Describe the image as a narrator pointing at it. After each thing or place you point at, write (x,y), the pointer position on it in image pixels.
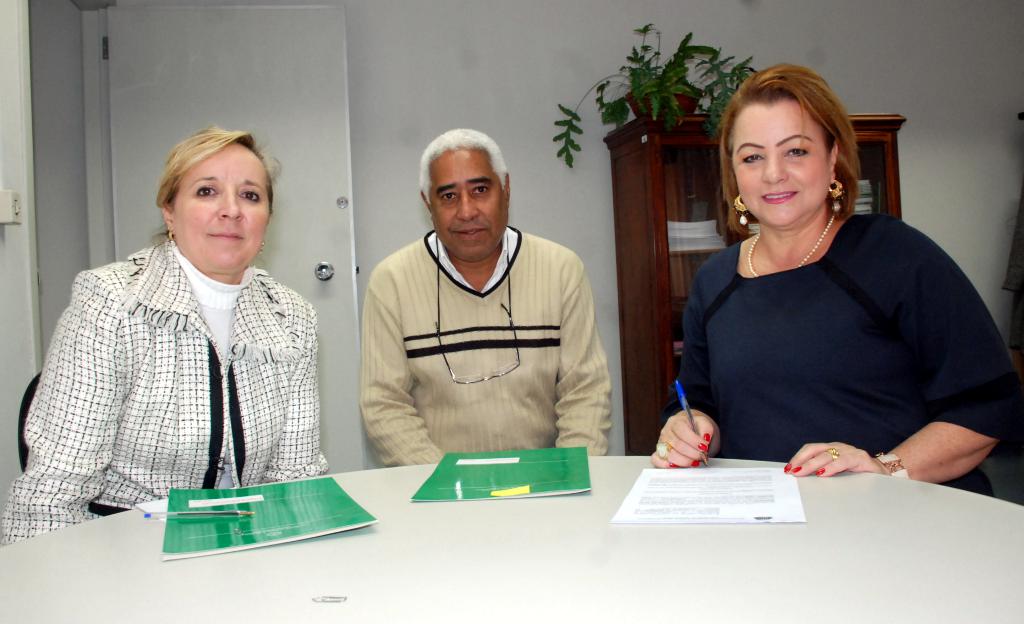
In this image we can see persons (306,457) sitting on the chairs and a table (148,539) is placed in front of them. On the table (730,537) there are papers (767,517) and pens (207,516). In the background (156,115) we can see doors (343,70), walls (429,70), cupboard (684,121) and a houseplant (656,95) on it.
